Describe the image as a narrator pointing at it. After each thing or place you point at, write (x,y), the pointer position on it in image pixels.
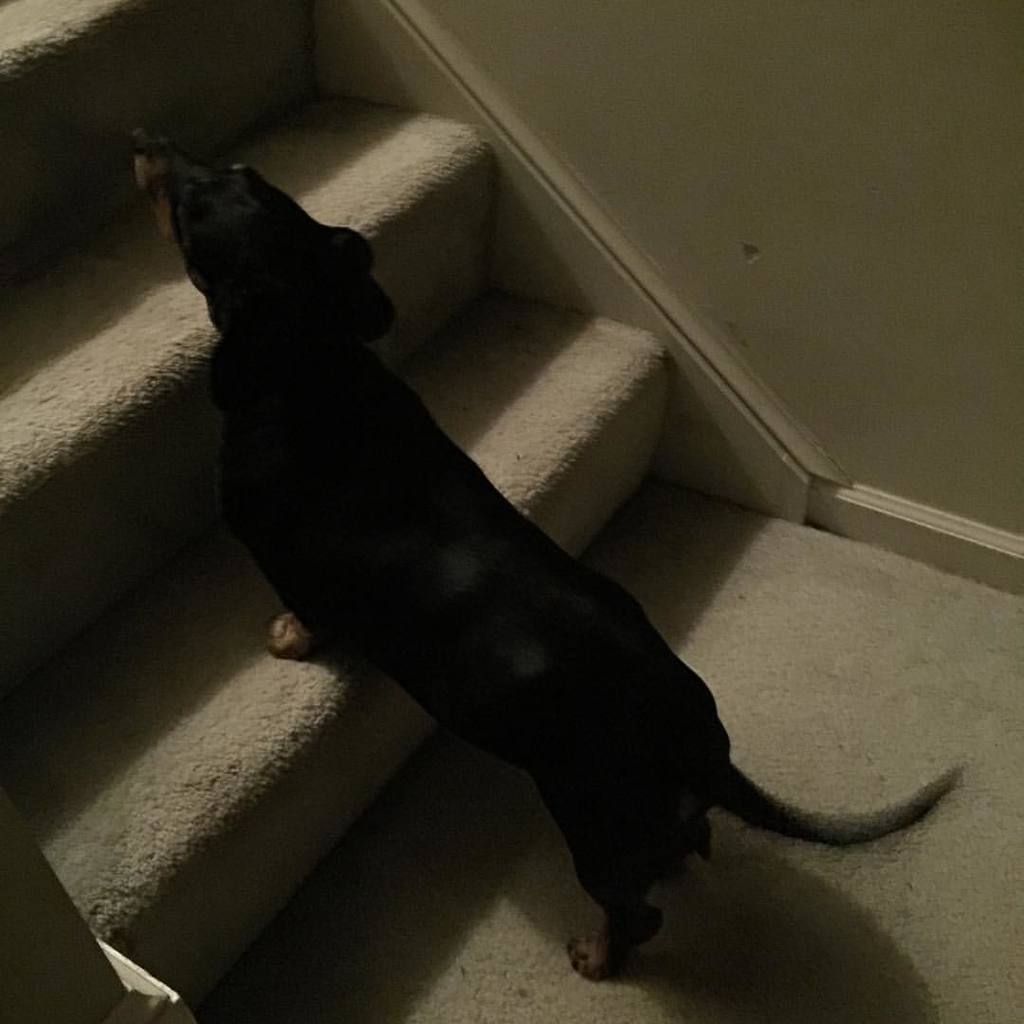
In the image there is a black dog (509,566) standing on steps (232,612).
